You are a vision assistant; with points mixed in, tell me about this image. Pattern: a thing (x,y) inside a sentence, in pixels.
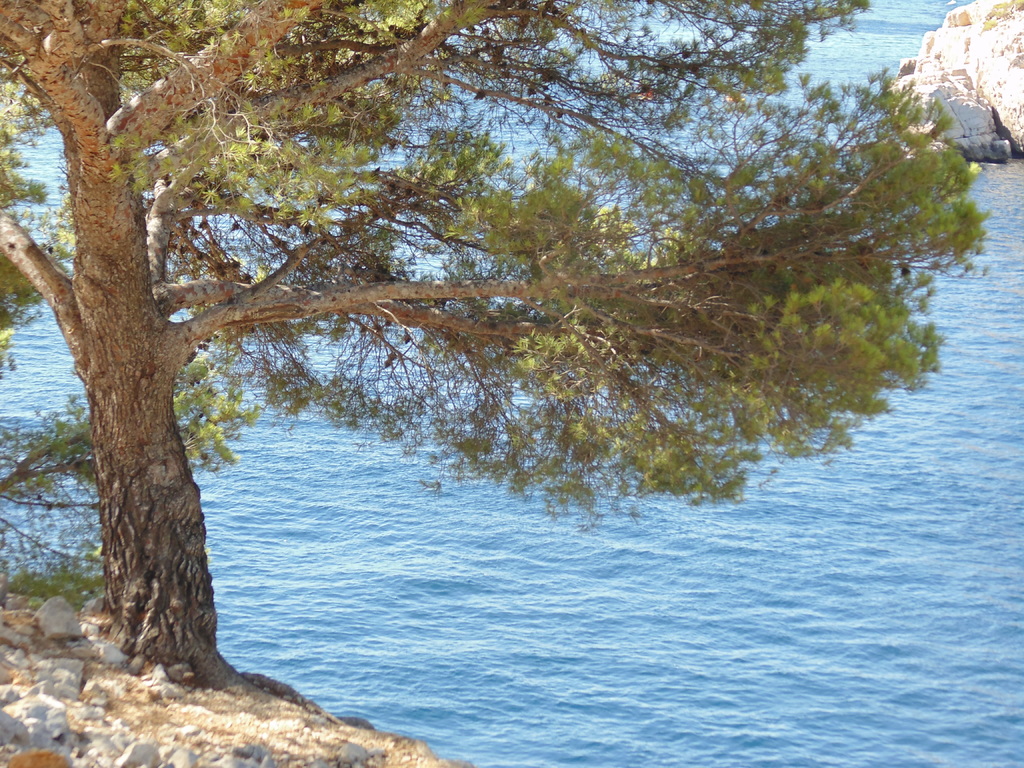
In the left bottom of the picture (170,699), we see the stones (124,683). Beside that, we see a tree (233,26). We see water (388,533) and this water (600,544) might be in the sea (754,581) or a lake (860,488). In the right top of the picture (911,131), we see the rock (931,96).
